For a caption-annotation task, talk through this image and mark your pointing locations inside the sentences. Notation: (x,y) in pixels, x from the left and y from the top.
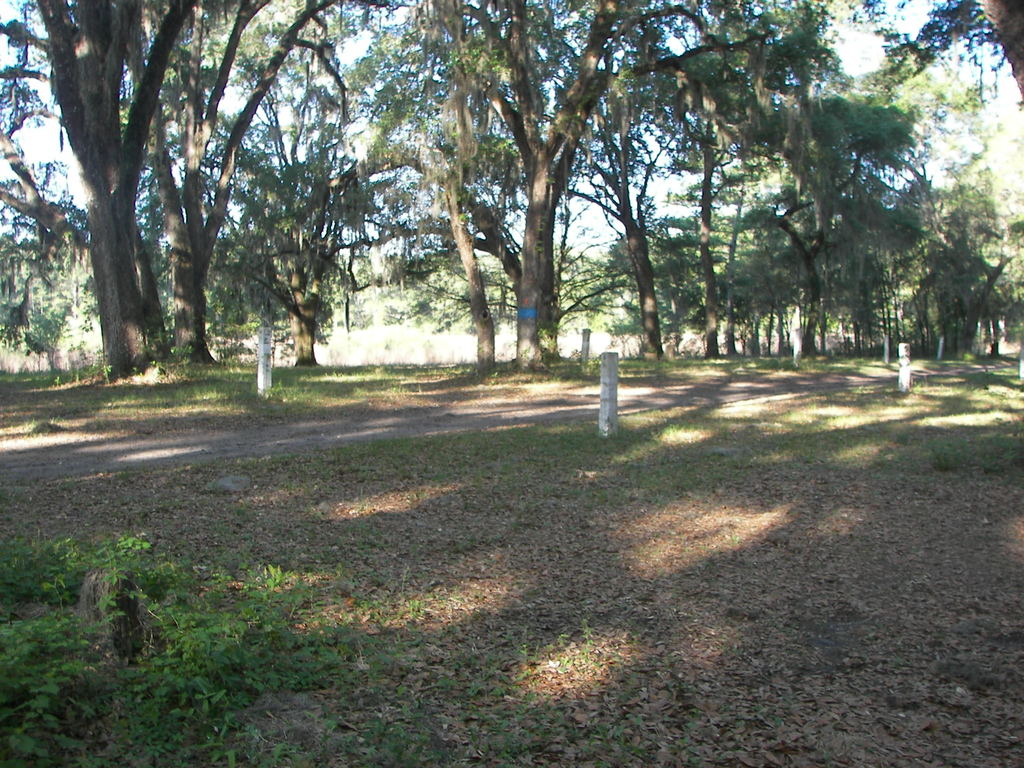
In this image we can see some poles (603,392), grass (869,437), plants (343,640) and some dried leaves (366,628) on the ground (212,407). We can also see a pathway (156,436), the bark (198,347) of a trees (186,315), a group of trees (584,299) and the sky (592,212) which looks cloudy.
